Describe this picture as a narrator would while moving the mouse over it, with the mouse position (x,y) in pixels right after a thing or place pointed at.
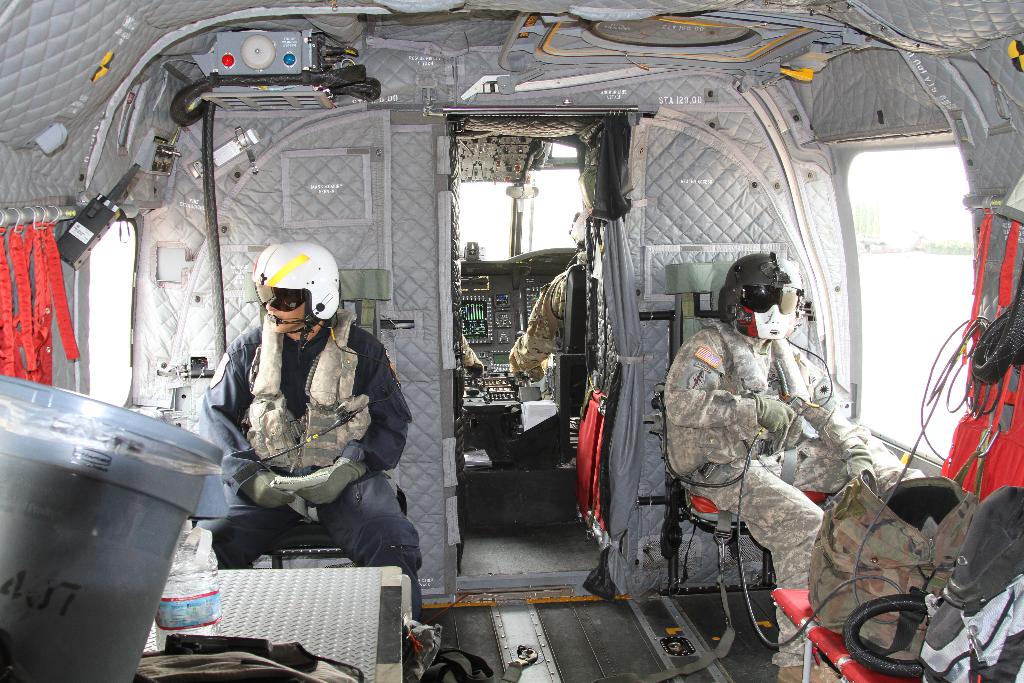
In this image there are few people (305,457) in the helicopter (468,505), there are a few bags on the tables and outside the helicopter (447,601) there is a building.
